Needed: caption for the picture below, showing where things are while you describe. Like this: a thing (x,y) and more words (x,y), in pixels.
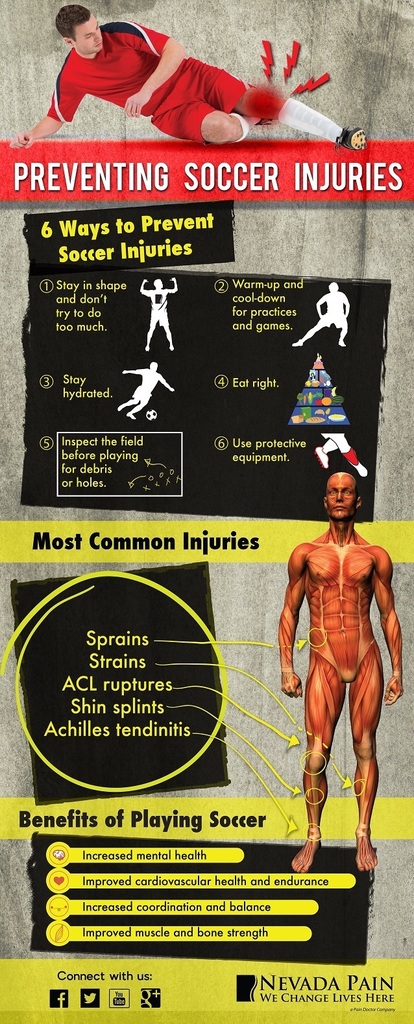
This image consists of a poster (159,530) in which there is a text (141,934). And a picture (165,76) of a man (71,46) wearing a red dress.
